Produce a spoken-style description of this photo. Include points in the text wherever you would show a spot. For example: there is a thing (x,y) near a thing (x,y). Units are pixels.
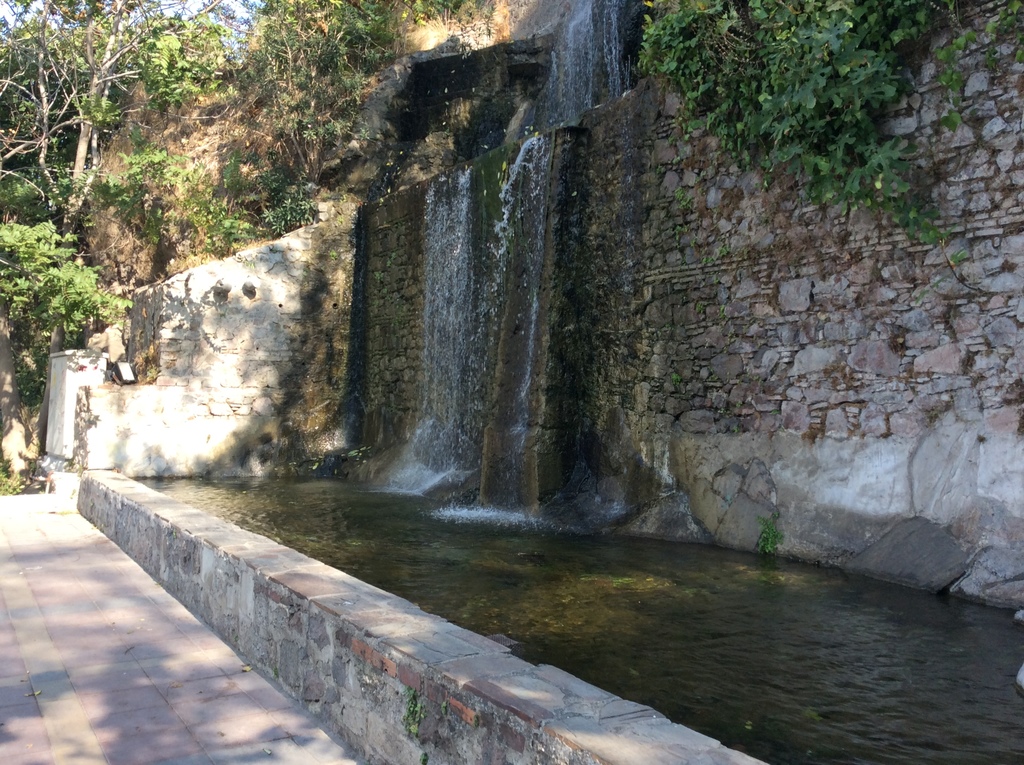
In this picture I can see the waterfall (491,326), plants (821,16) and trees (22,141).
